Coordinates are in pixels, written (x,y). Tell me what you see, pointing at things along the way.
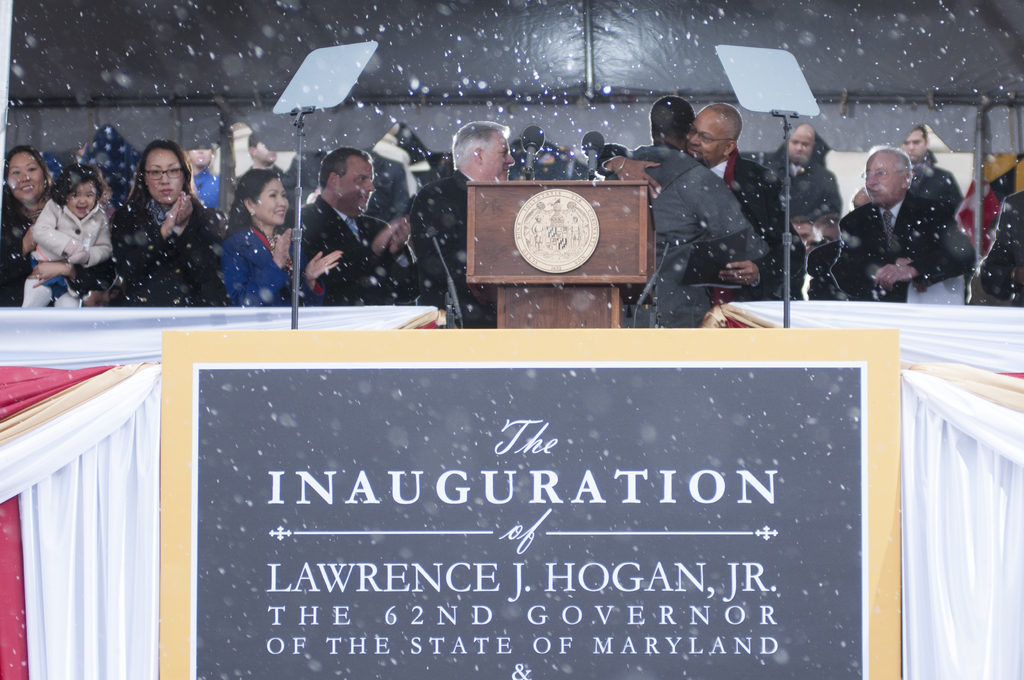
In the picture I can see group of people (460,193) are standing. Here I can see a black color board (507,547) which has something written on it. I can also see white color curtains (1013,430), podium (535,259) and some other objects (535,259).
